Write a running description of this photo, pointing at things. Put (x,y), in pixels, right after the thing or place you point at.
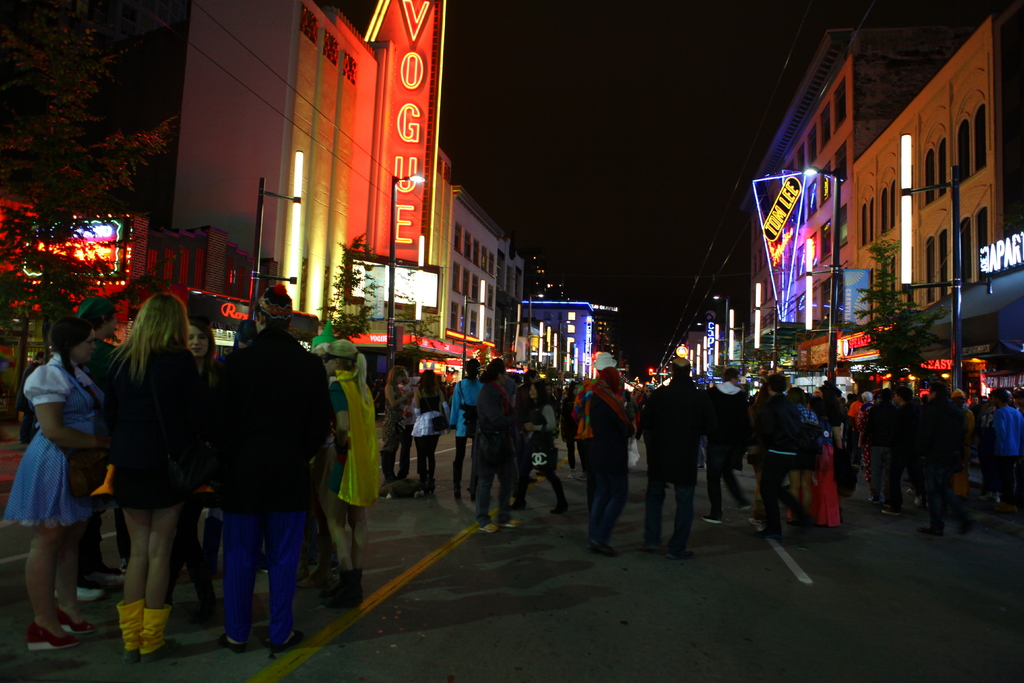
In this image there are group of people (360,420) standing and on the right side (1000,146) and left side (326,258) there are buildings (978,244), trees (34,258), poles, lights (541,339). And at the bottom (471,585) there is a road (628,596).
